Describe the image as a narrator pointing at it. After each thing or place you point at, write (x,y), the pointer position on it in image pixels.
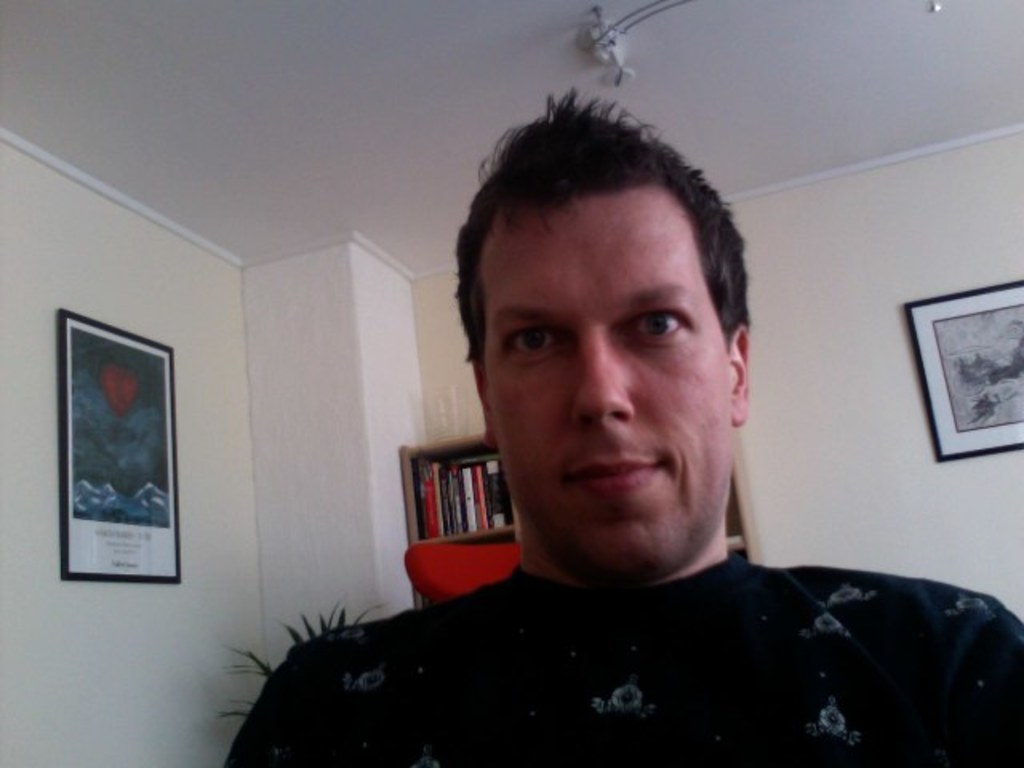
In the center of the image (492,385), we can see a person (581,734) and in the background (843,264), there are frames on the wall (819,368) and we can see some books (457,475) in the rack (455,456). At the top (469,48), there is a roof (479,48) and some rods (615,29).
